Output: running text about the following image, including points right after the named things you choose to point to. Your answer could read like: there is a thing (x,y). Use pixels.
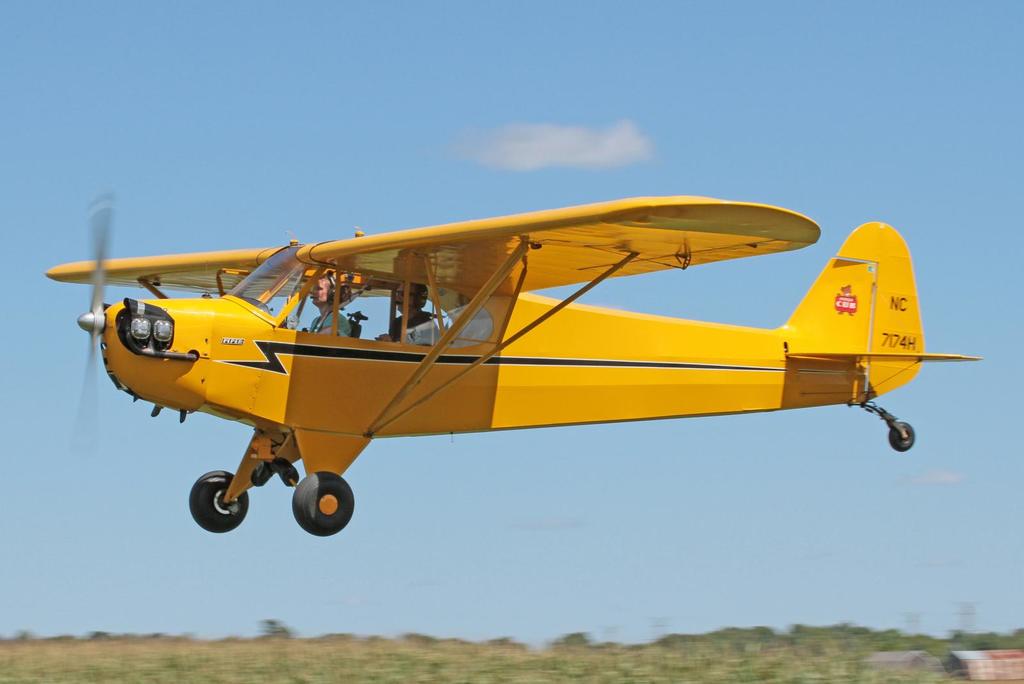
In this image there are two people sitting inside the monoplane (488,262) and the monoplane (390,266) is in the air (387,543). There are houses (975,660), trees (842,654). In the background of the image (666,624) there is sky (502,92).
